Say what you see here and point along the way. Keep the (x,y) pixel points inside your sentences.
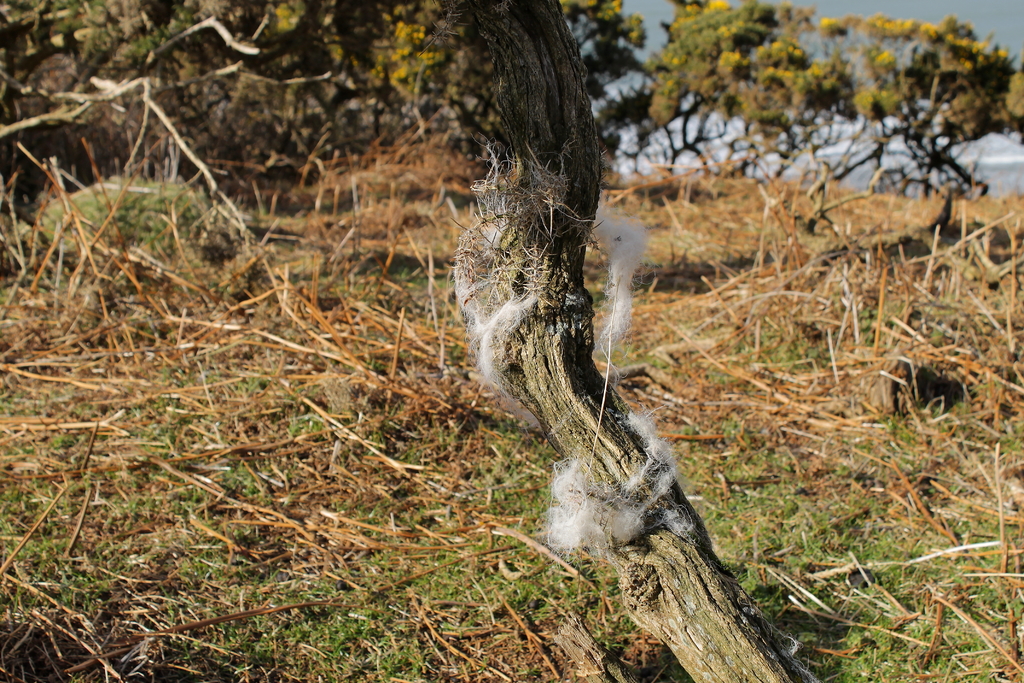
In this image I can see at the top (93,43) there are trees (88,57), in the middle (506,329) there is the cotton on this branch (592,327) of a tree (565,264).
